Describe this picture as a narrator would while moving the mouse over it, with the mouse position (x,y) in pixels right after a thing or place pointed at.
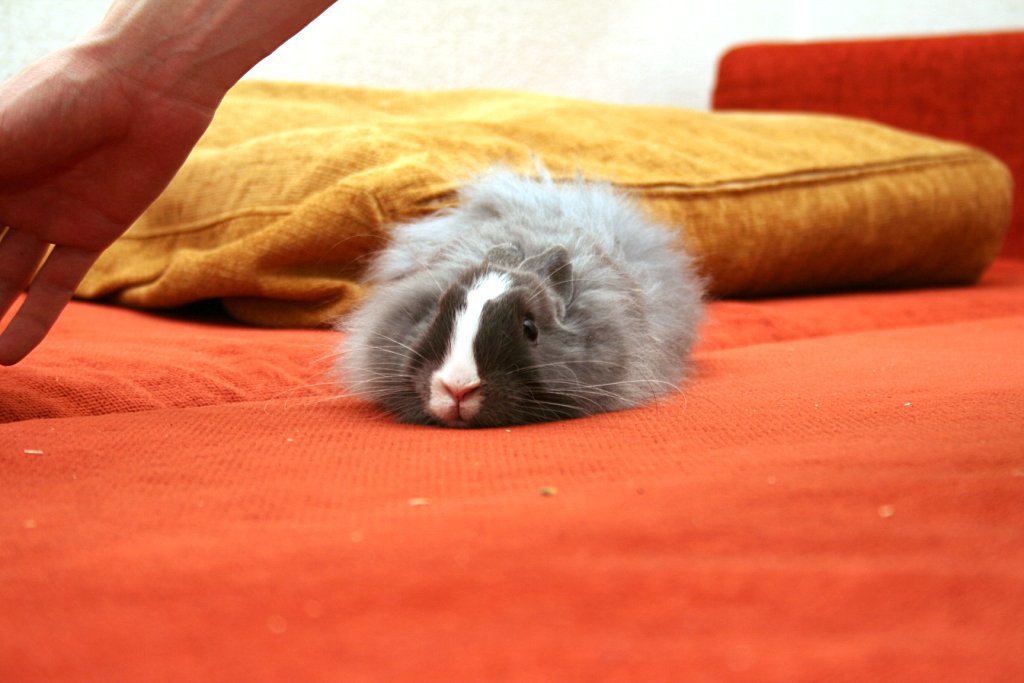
In this image there is a couch (275,523) truncated towards the bottom of the image (342,526), there is a pillow (732,198) on the couch (182,405), there is an animal (509,332) on the couch (434,449), there is a person's hand (174,151) truncated towards the top of the image (151,94), at the background of the image (387,60) there is a wall (444,34) truncated.
